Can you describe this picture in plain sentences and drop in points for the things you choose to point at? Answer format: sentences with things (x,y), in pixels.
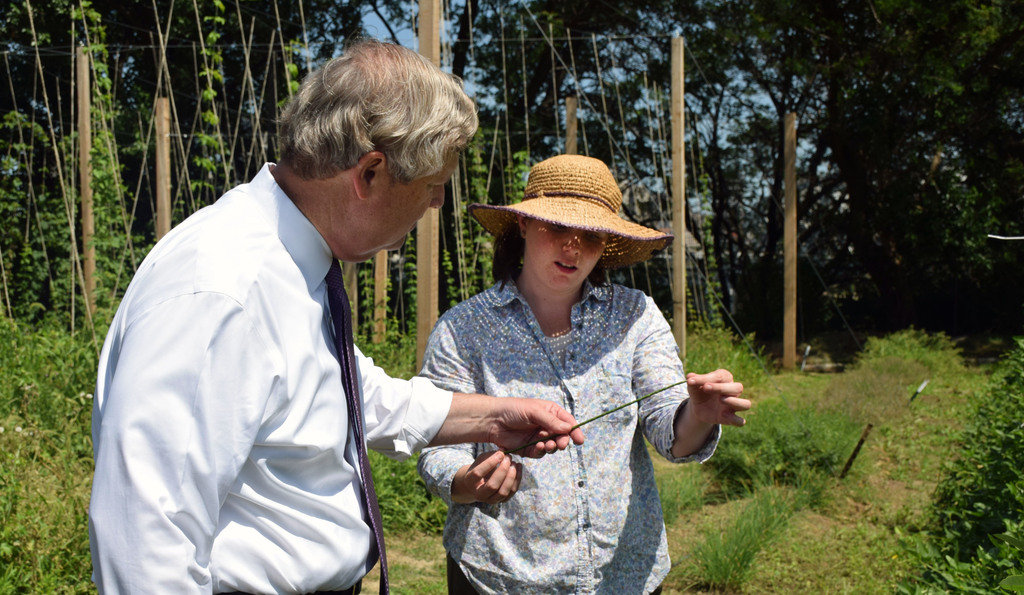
In this image we can see a man (484,419) and a woman (557,397) standing on the land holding a stem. On the backside (906,368) we can see some grass (893,375), plants (960,469), wooden poles (683,165), trees (721,220) and the sky (444,38).
